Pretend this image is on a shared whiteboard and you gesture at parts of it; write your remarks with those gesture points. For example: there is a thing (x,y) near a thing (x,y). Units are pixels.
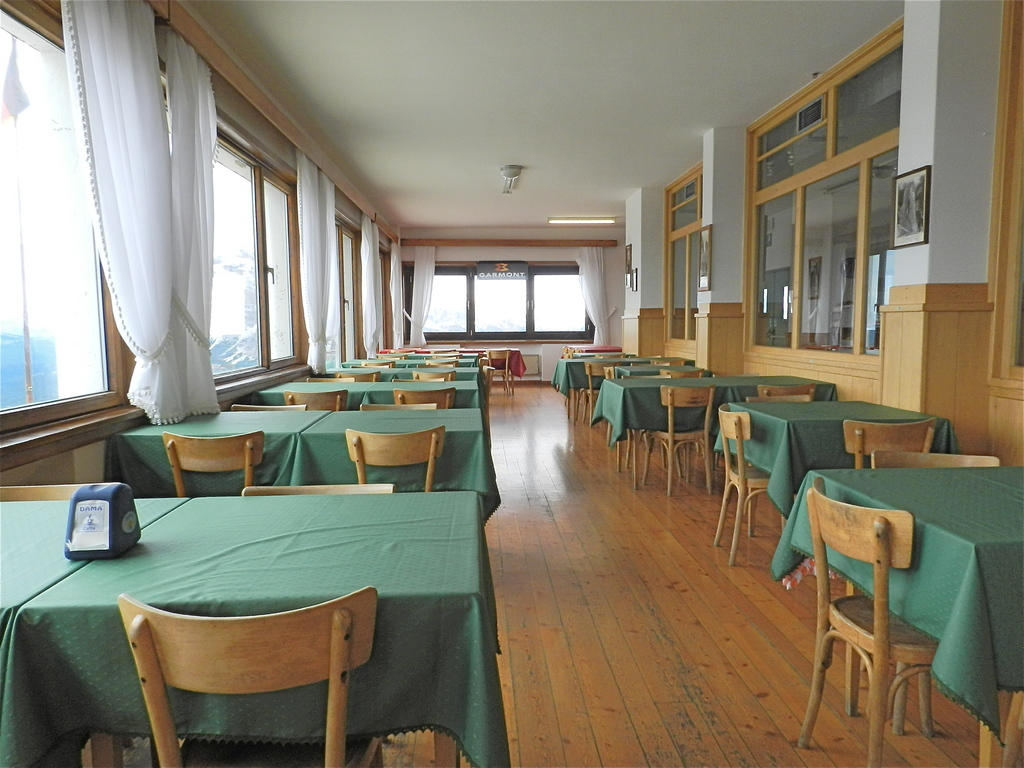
In this image, we can see a room (453,339) with number of tables (336,424) and most of the tables (315,530) are covered with green clothes (662,405) and there are also some chairs (395,441). To the right of the image (803,238), there are some windows (795,276) and at the left side (21,251), you can see some windows (119,378) and also some white color curtains (310,199) which are hanging over the windows (349,227).
